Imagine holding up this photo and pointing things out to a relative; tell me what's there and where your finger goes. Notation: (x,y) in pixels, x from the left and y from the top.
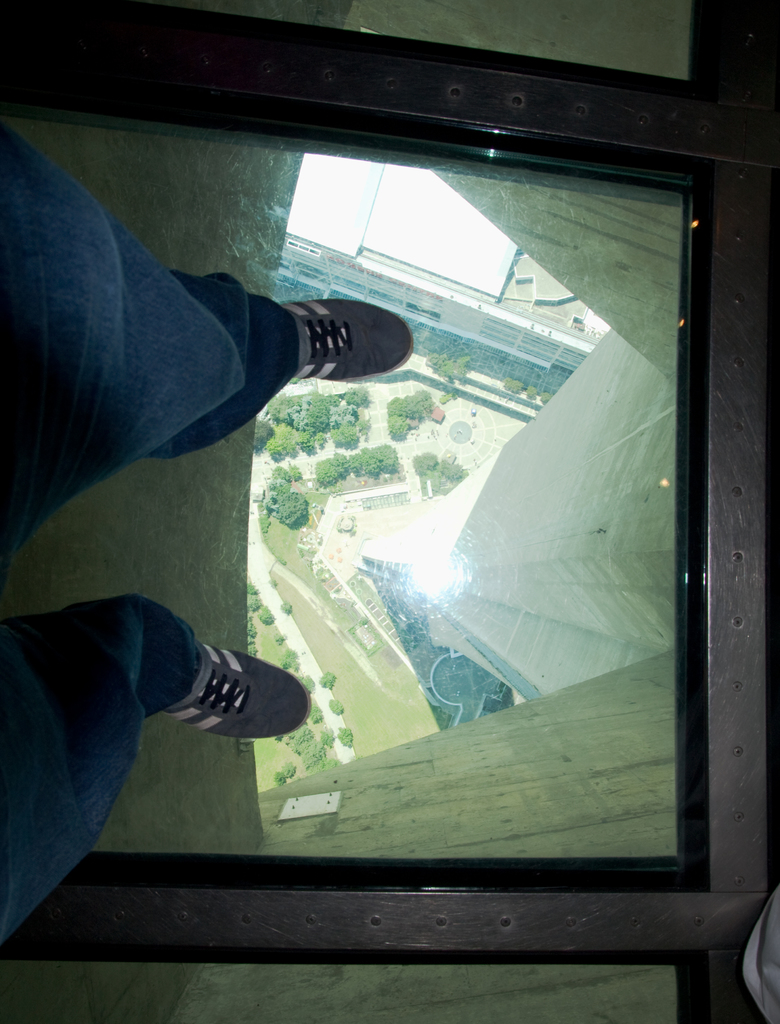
On the left side of the image (127,330) we can see a person (78,604) standing on the glass (262,573) and we can see trees (414,406) and a road (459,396) through the glass (434,493).
